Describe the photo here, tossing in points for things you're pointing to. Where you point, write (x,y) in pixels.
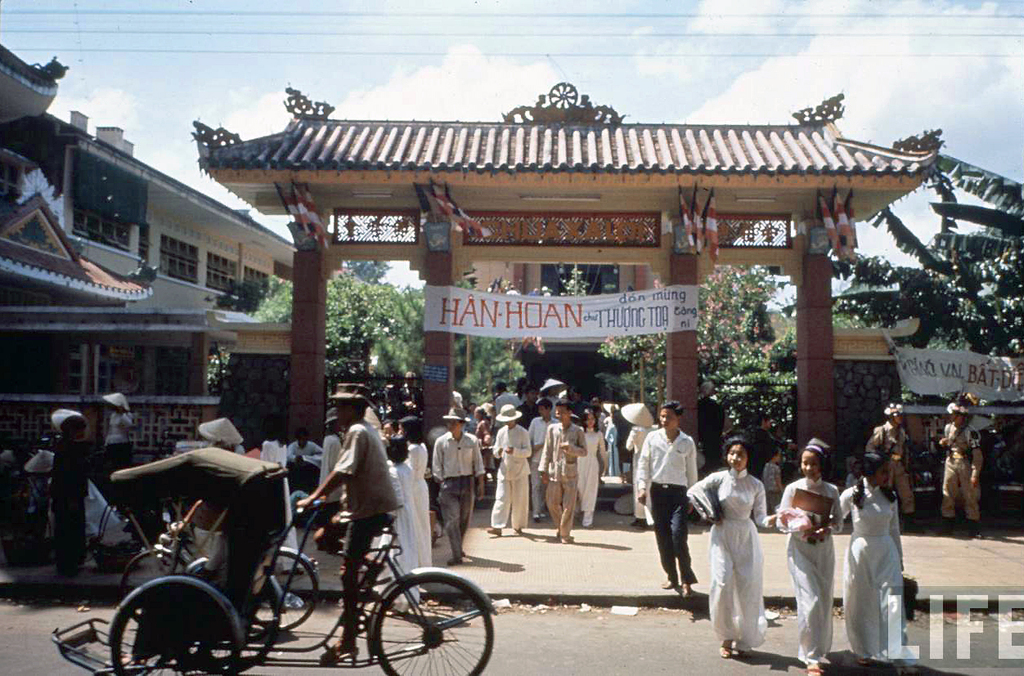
Here there is a road (561,666) and a person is riding a rickshaw (458,630). Here these are the 3 women (830,616) crossing the road (784,614) behind them there are trees (927,274). There is an arch (768,242) and also there is a cloth (487,328) in the entrance (309,297). This is the building (219,270) and the sky (226,83) is sunny.
